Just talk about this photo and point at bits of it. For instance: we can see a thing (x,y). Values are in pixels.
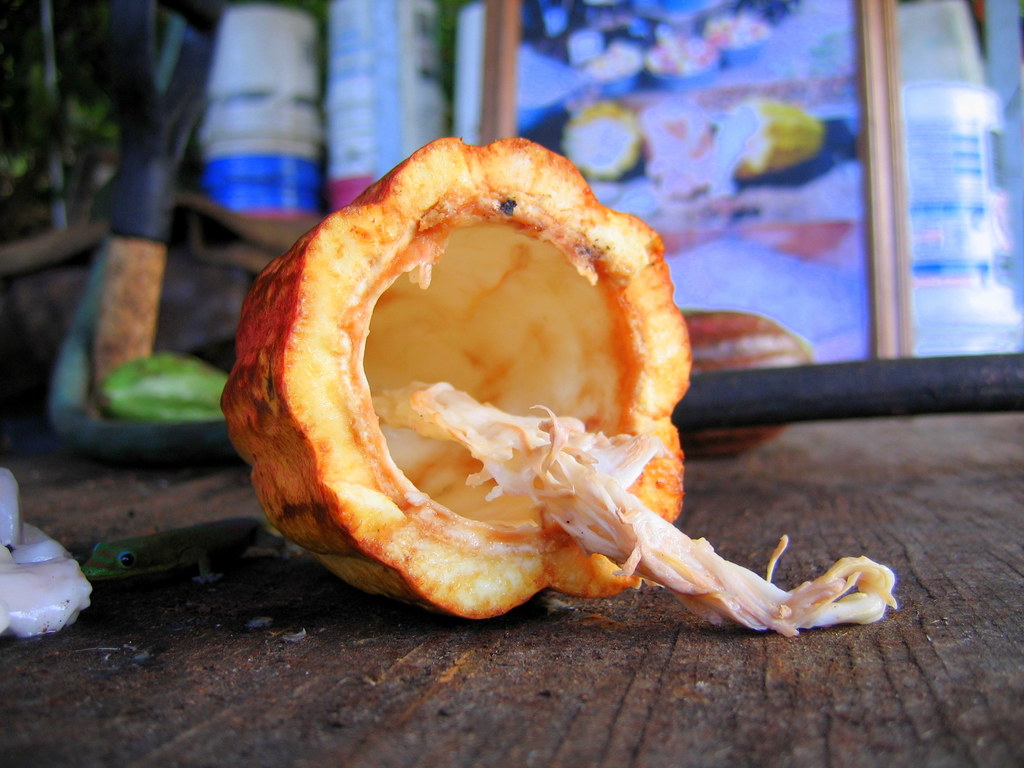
In this picture, it seems like a vegetable (402,389) in the center of the image (514,369) and the background (798,136) is blurry.
